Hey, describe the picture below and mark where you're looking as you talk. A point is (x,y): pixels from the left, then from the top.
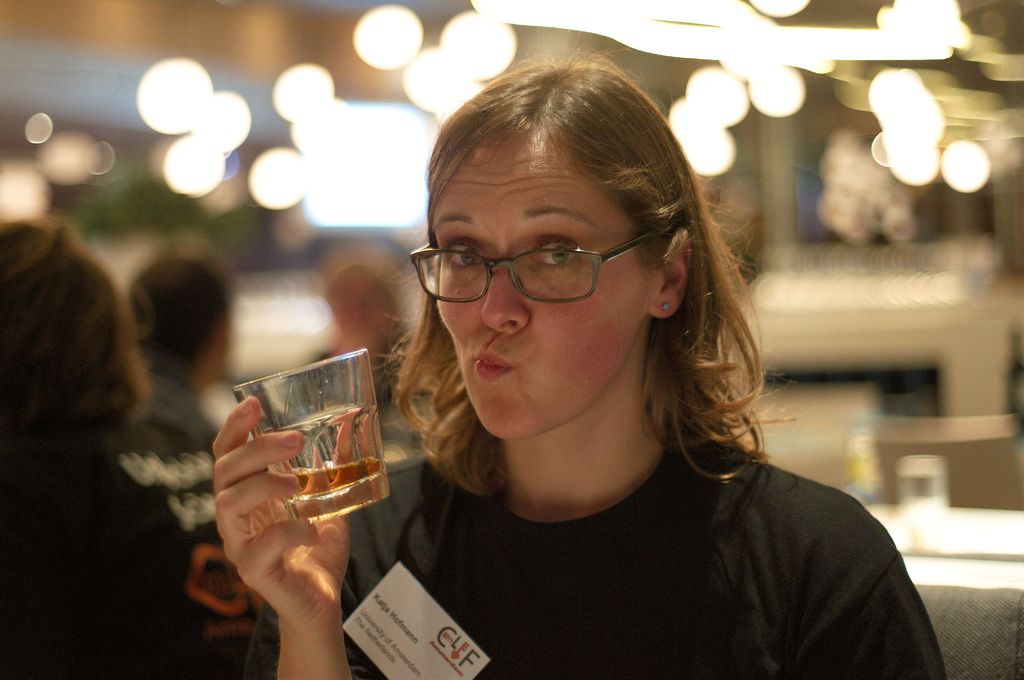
Four persons (603,370) are there. This person (421,485) holding glass (272,378) with drink (327,476). On the background (994,64) we can see lights (929,167).
